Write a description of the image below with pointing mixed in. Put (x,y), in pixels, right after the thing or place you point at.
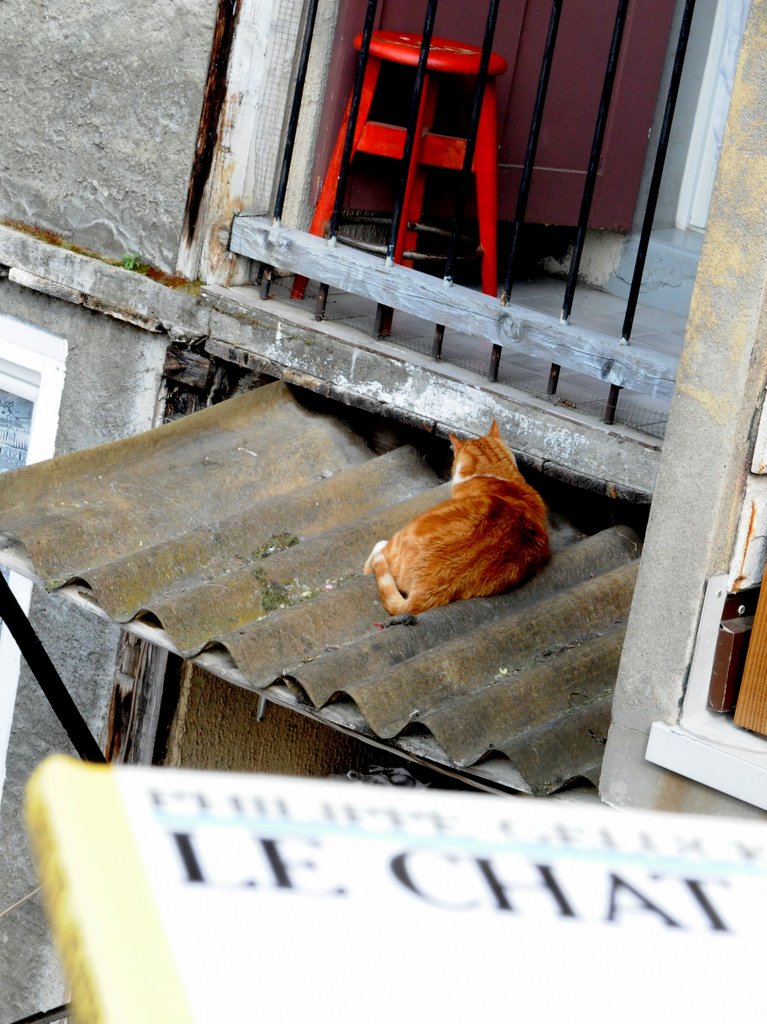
In this image we can see the building (54,151) and there is a cat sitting on the roof (180,592). We can see a stool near the railing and at the bottom of the image (111,962), we can see a board (311,870) with some text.
